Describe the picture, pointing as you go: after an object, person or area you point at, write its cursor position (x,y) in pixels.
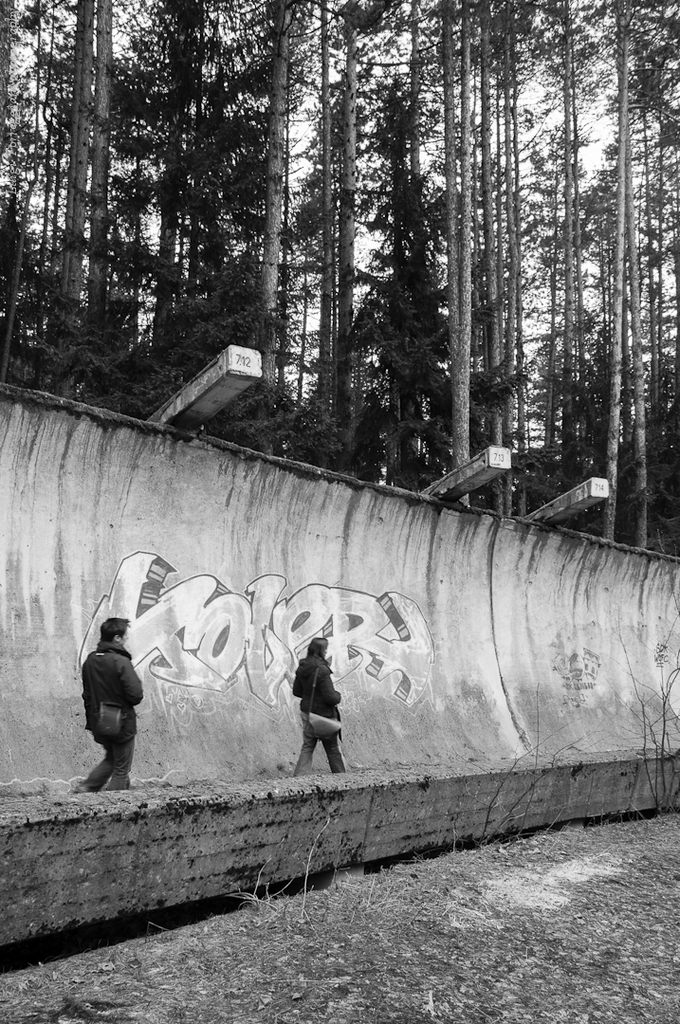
In this image, we can see the wall (194,690), there are two persons (121,707) walking, we can see some trees (267,106).
